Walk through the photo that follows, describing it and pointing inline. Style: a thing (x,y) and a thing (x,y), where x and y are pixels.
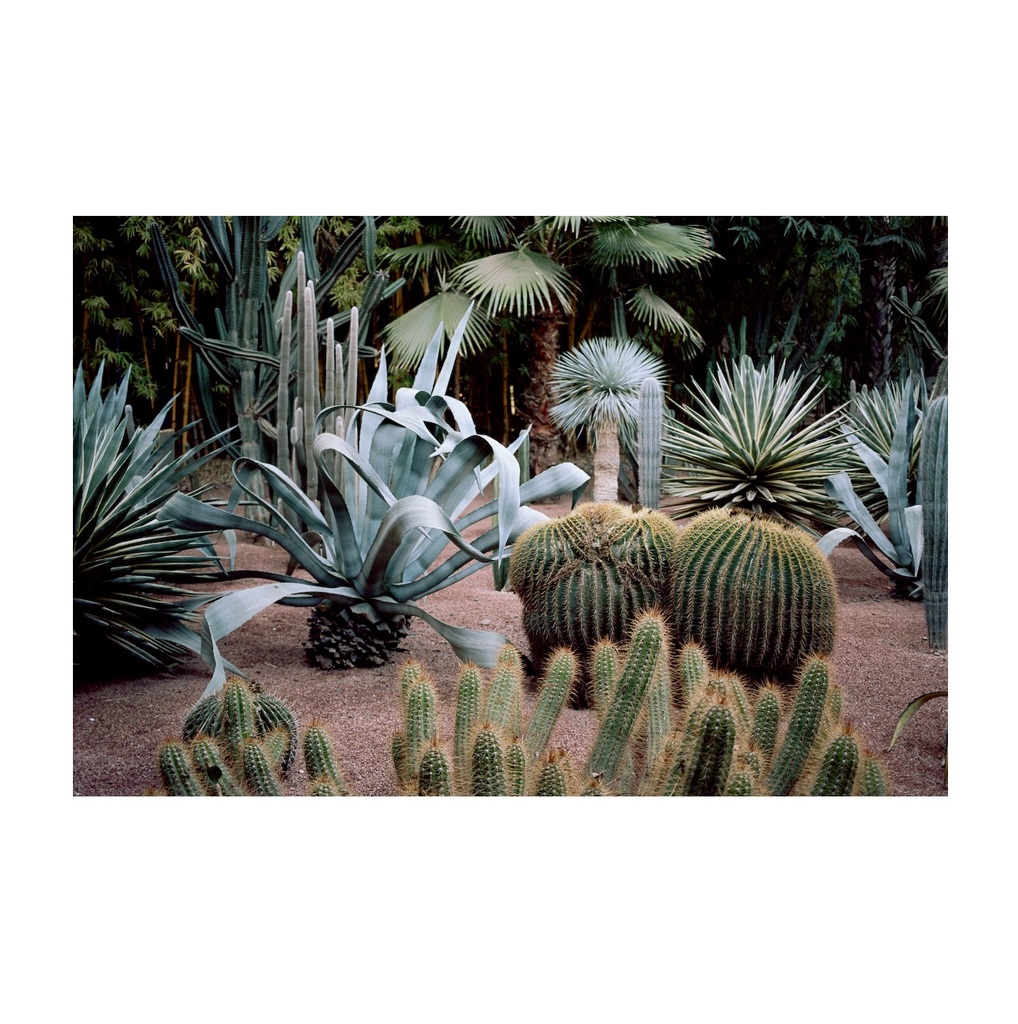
In this picture, we can see the ground (578,743) with some plants (549,569), and trees (519,322).
